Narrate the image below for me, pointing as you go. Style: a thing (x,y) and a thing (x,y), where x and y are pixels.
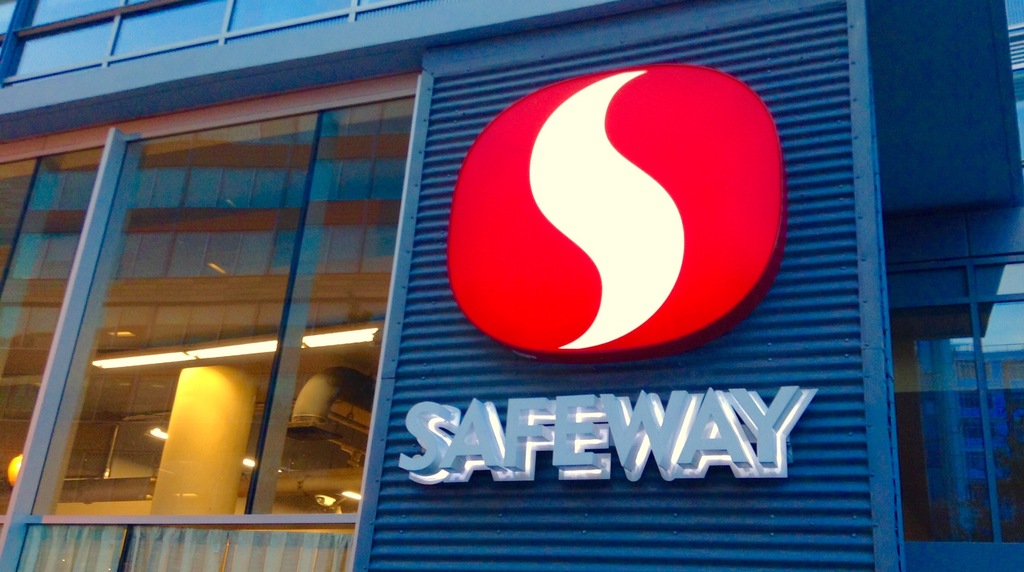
In this image we can see the building (775,380) with logo (574,166) and text (632,417). And we can see there are windows (256,323), through the windows (214,411) we can see the pillar (213,393), lights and pipeline (323,388). And at the top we can see the ceiling (149,393) with lights (333,335).
